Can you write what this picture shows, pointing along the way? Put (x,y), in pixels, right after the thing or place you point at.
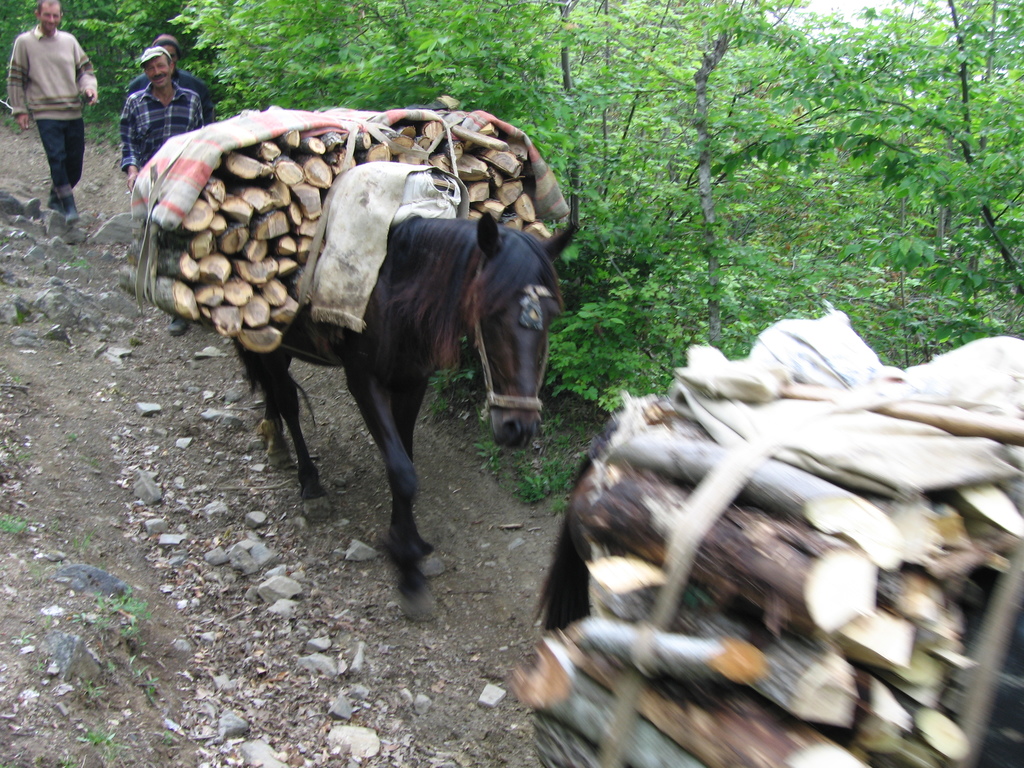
In this image there is a horse (514,332) carrying so many wooden pieces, behind that there are some people (65,198) walking also beside that there are so many trees (738,278).
